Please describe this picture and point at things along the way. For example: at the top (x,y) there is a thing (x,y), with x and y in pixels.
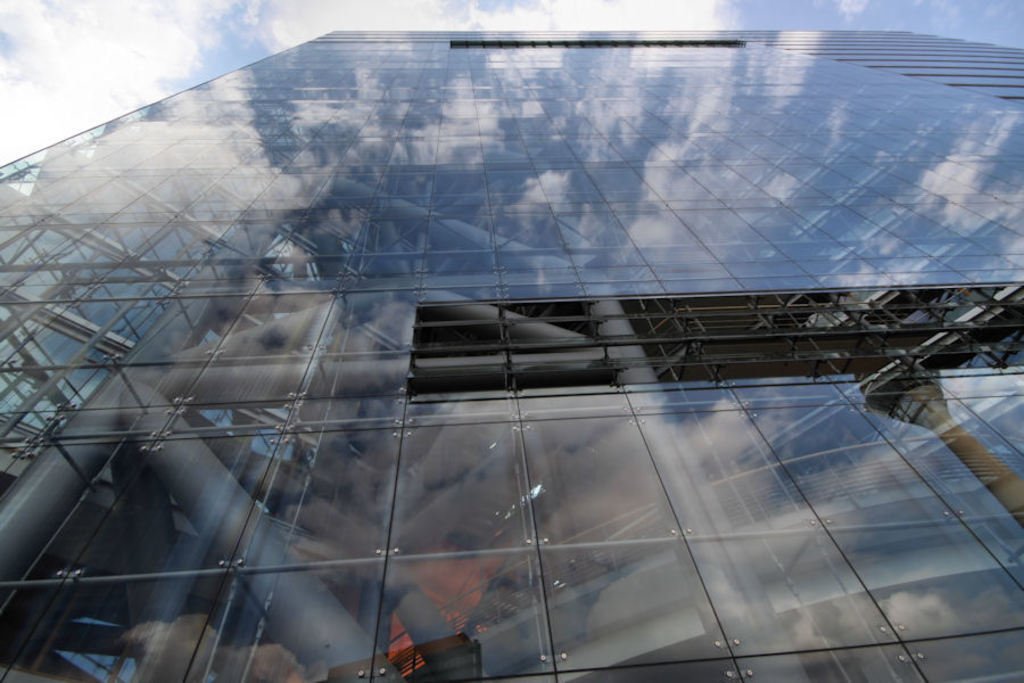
In this image we can see the glass building (140,414) on which we can see the reflection (564,147) of the sky (911,98) with clouds (698,130) and the tower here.
